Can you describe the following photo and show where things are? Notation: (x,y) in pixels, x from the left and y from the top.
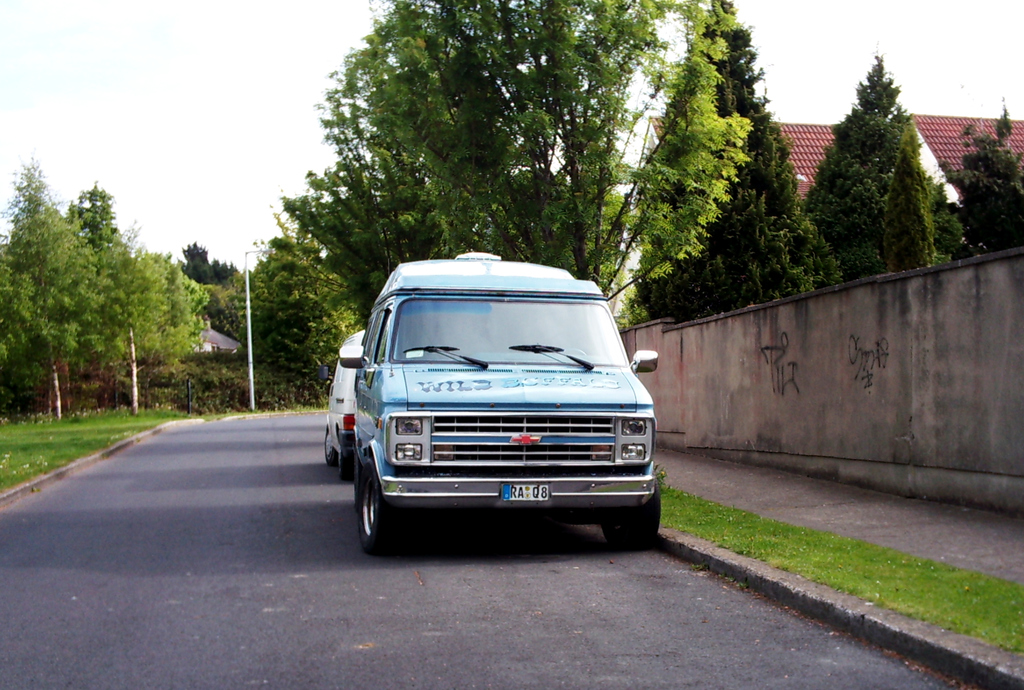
In this image we can see some cars (418,504) on the road (452,608). We can also see some text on a wall (901,454), some grass (951,600), a group of trees (853,173), some poles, a house (805,173) with a roof (809,161) and the sky (269,150) which looks cloudy.
